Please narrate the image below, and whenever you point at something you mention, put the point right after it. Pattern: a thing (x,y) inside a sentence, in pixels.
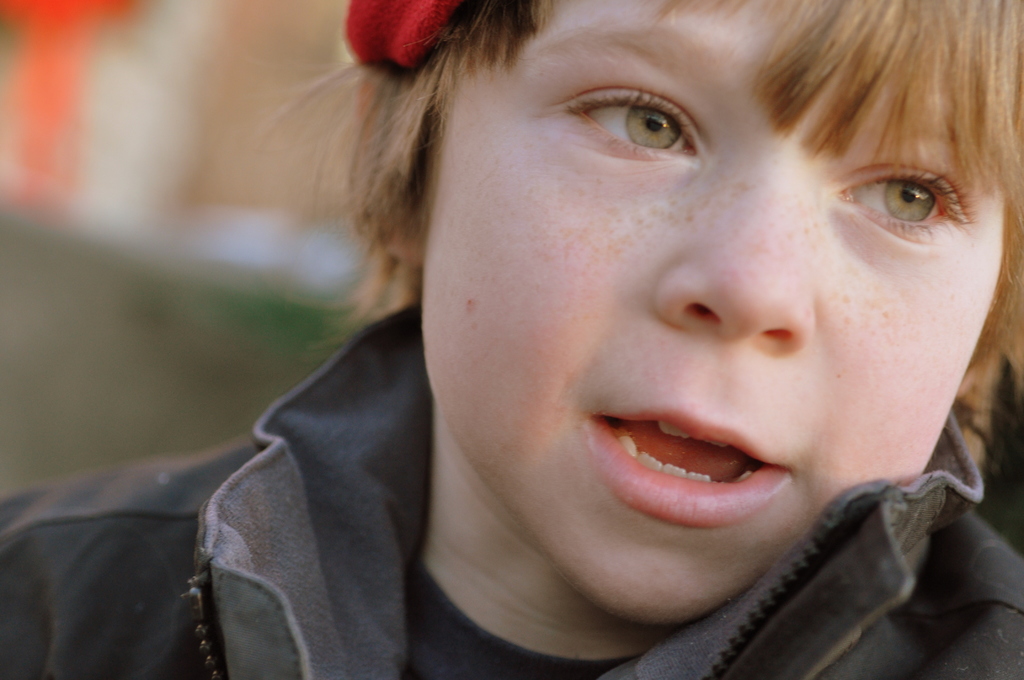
In this image I can see a boy (540,456) and I can see he is wearing black colour dress (359,541). I can also see red colour thing (430,9) over here and I can see this image is blurry from background (119,396).
